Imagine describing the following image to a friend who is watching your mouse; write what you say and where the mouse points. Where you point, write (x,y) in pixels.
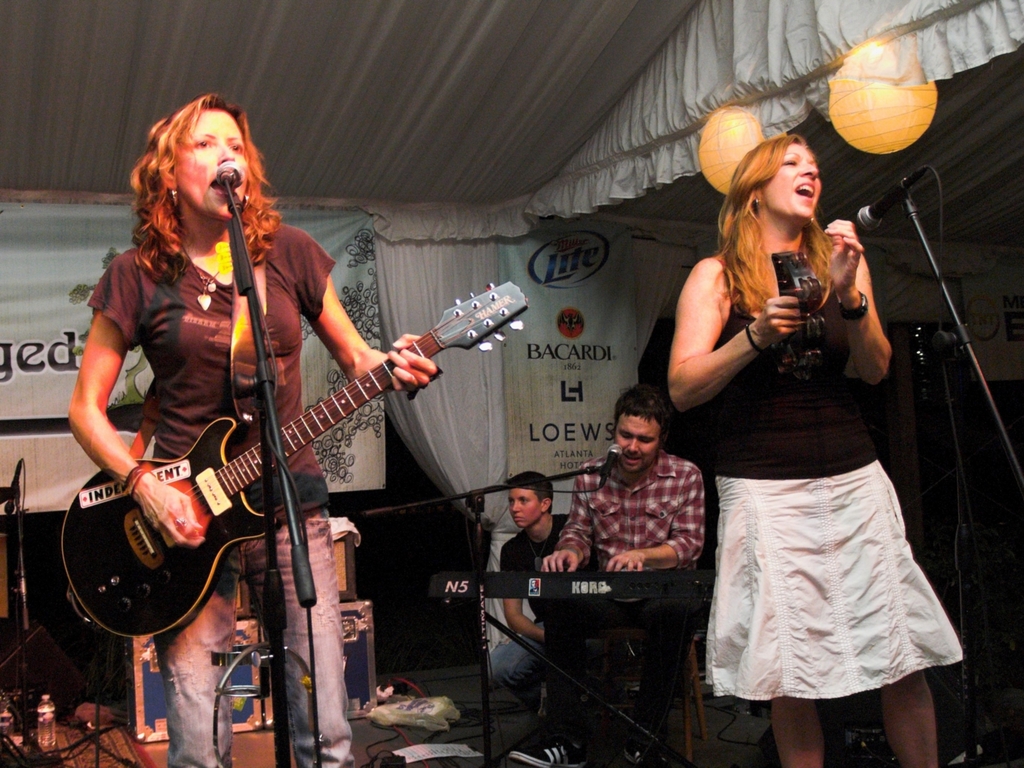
These 2 women (817,566) are playing musical instrument (243,508) and singing in-front of mic (236,173). This man (652,490) is sitting and playing a piano (628,576) and singing in-front of mic (607,447). A banner (587,326) on curtain (451,276). These are boxes (155,662).
